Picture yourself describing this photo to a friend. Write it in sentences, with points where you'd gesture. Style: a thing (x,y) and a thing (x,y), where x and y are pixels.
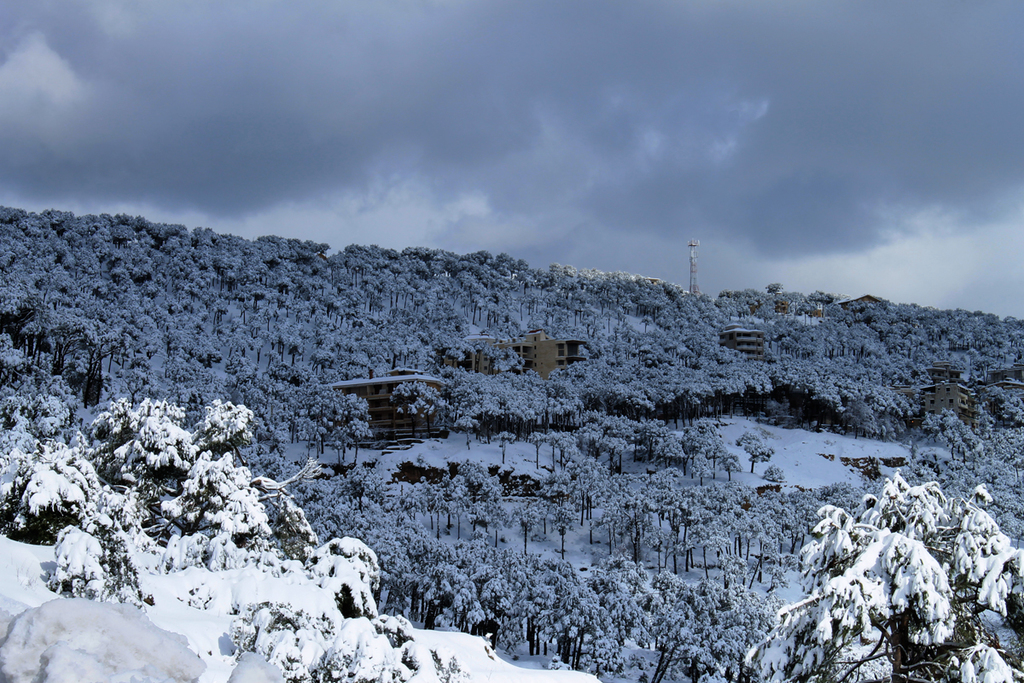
In this picture we can see trees (351,537), buildings (541,334), snow (122,616), tower (696,247) and in the background (529,76) we can see the sky (529,76) with clouds (538,70).
